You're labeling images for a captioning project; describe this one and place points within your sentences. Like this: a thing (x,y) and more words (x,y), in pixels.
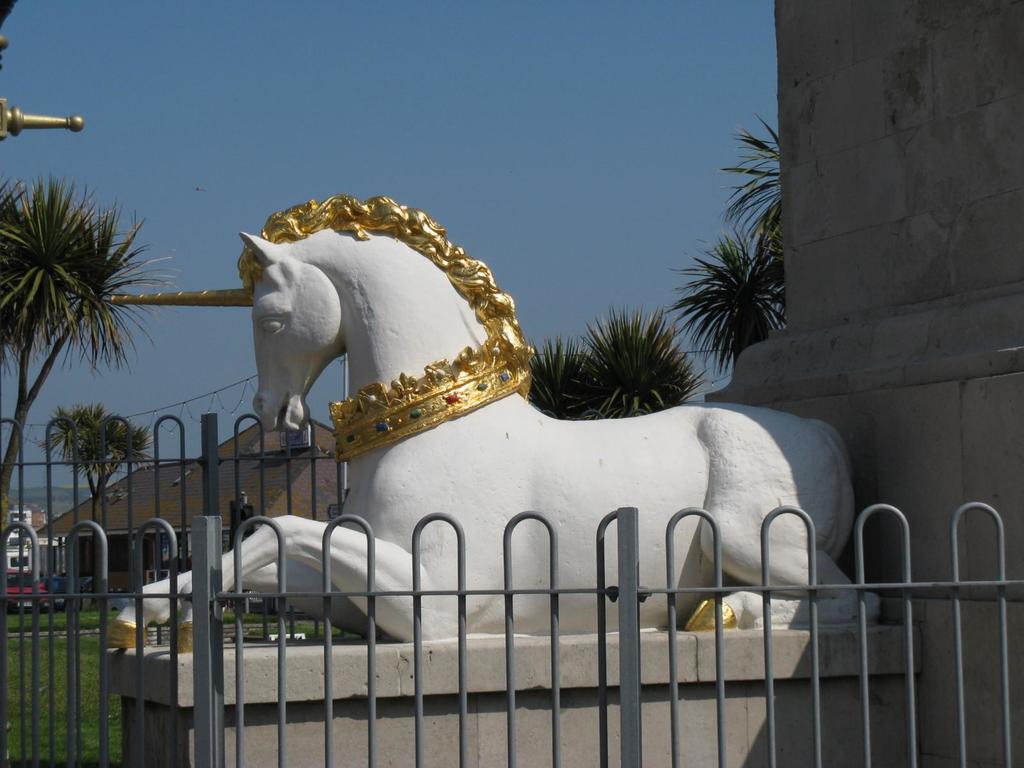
In the center of the image (600,446) there is a horse statue (120,620). At the background of the image (116,491) there is a house (193,509). There are trees (71,337). There is a fencing (906,565). At the right side of the image (963,197) there is a wall (872,91).
